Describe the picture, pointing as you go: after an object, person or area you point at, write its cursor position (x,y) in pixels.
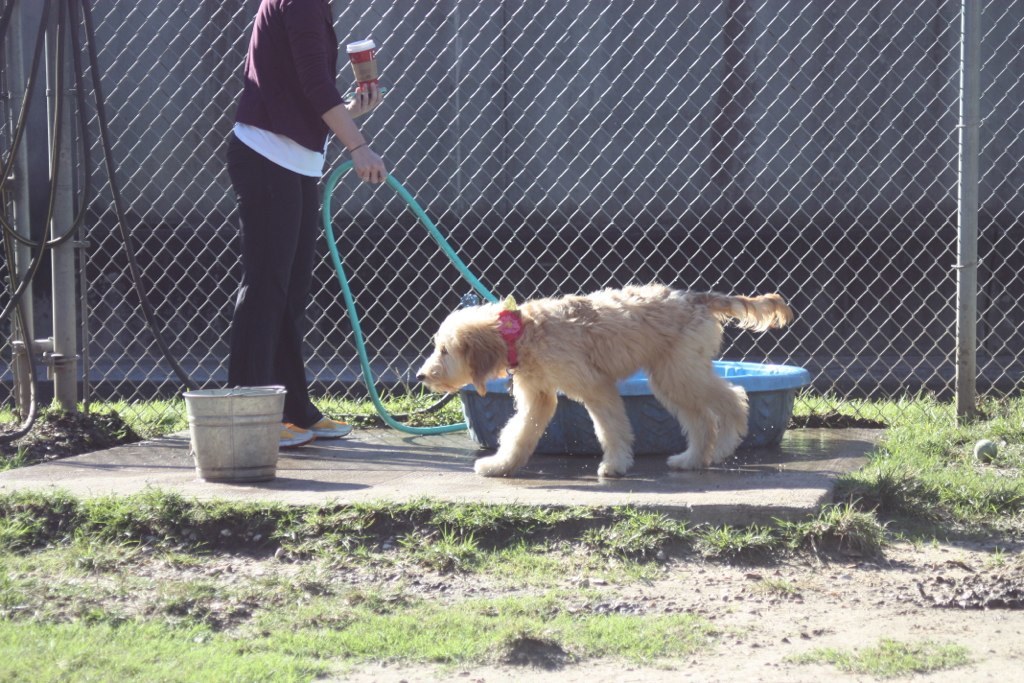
In the center of the image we can see one person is standing and she is holding a pipe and some object (360,49). And there is a fence (78,325), pipe (60,337), tub (765,376), bucket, one ball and grass (256,585). And we can see the belt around the dog's neck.
